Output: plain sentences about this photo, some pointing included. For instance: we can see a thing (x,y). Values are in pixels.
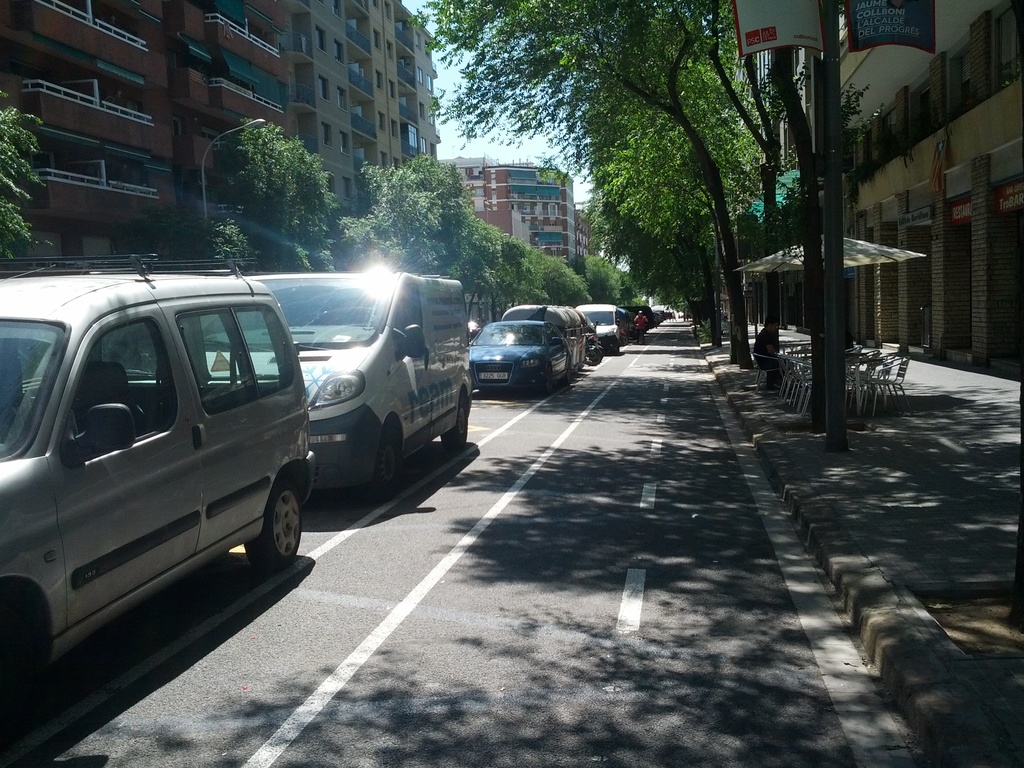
In this image I can see on the left side (256,558) few vehicles (330,355) are parked on the road (551,589), there are trees (820,292) on either side and there are buildings (471,187). On the right side (797,355) there are chairs (810,361) under an umbrella (790,264), at the top (504,138) it is the sky (489,139).
